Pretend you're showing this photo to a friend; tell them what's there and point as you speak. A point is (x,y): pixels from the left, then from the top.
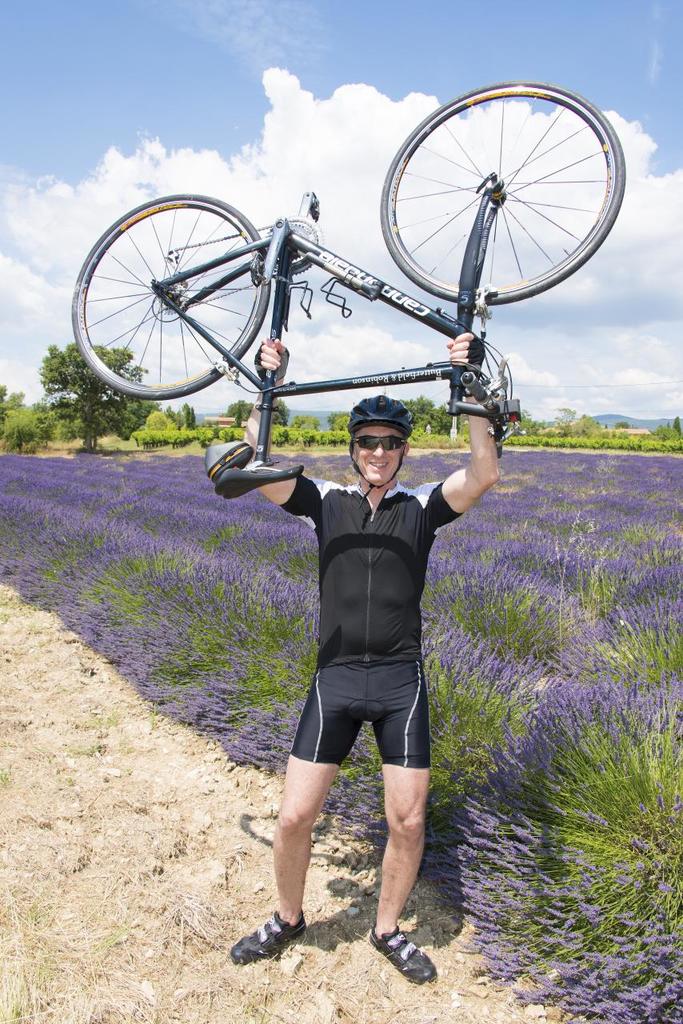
In the middle of the image (362,573) a person (365,404) is standing, smiling and holding a cycle (607,118). Behind him there are some plants (628,887) and trees (24,447). At the top of the image (149,284) there are some clouds (362,356) in the sky (211,350).
